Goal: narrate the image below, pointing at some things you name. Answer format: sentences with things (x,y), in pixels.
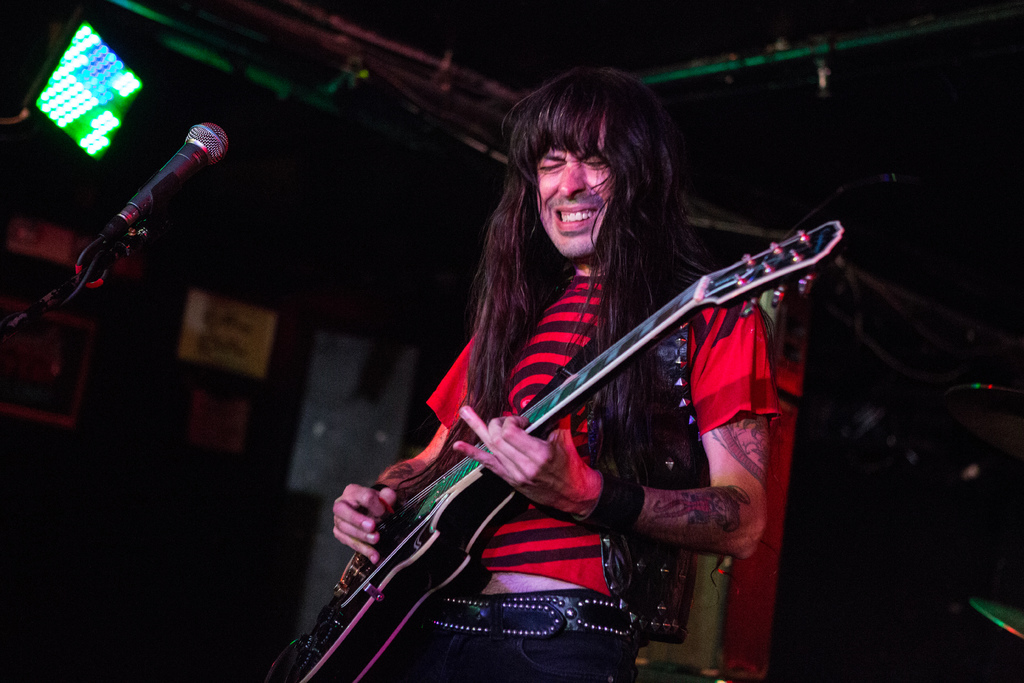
Background (305,261) is really dark. This is a light (95,126). Here we can see one man (686,256) with long hair (536,180) standing and playing guitar (401,615). At the right side of the picture (1000,428) we can see cymbals (976,410), musical instrument (980,607).
